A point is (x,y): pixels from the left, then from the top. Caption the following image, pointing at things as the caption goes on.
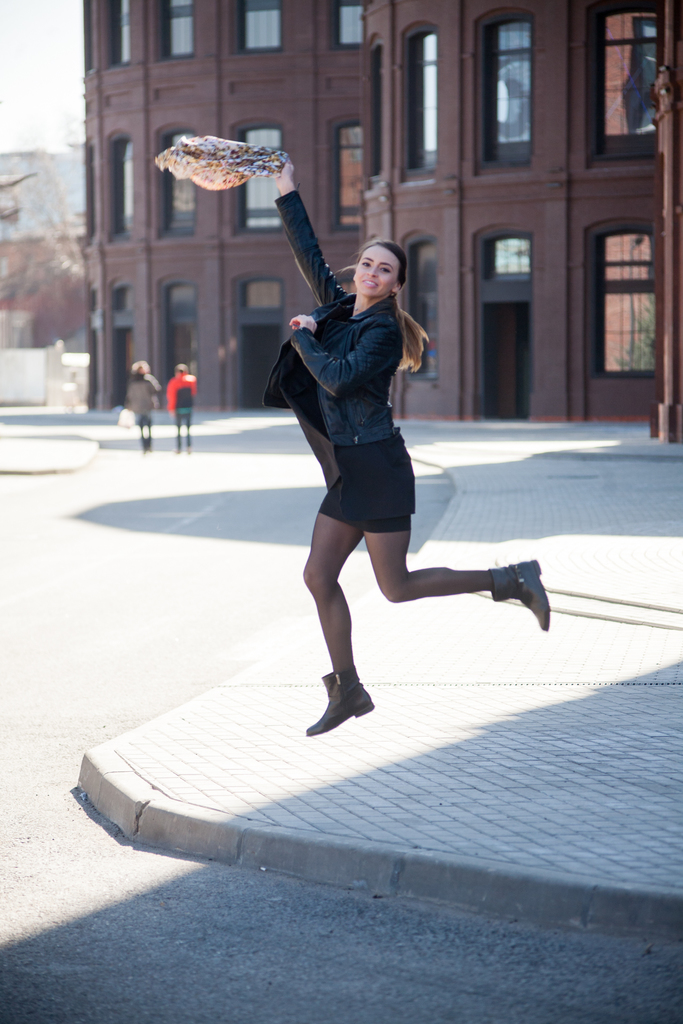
In this image we can see a women (402,563) wearing shoes (528,580) and holding a object (243,160) in her right hand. And behind we can see buildings (275,288) with many windows (337,27). And in the background (150,397) we can see two persons (184,386). And on the right side (672,27) we can see poles (674,137). And at the bottom (380,695) we can see ground (531,436).
